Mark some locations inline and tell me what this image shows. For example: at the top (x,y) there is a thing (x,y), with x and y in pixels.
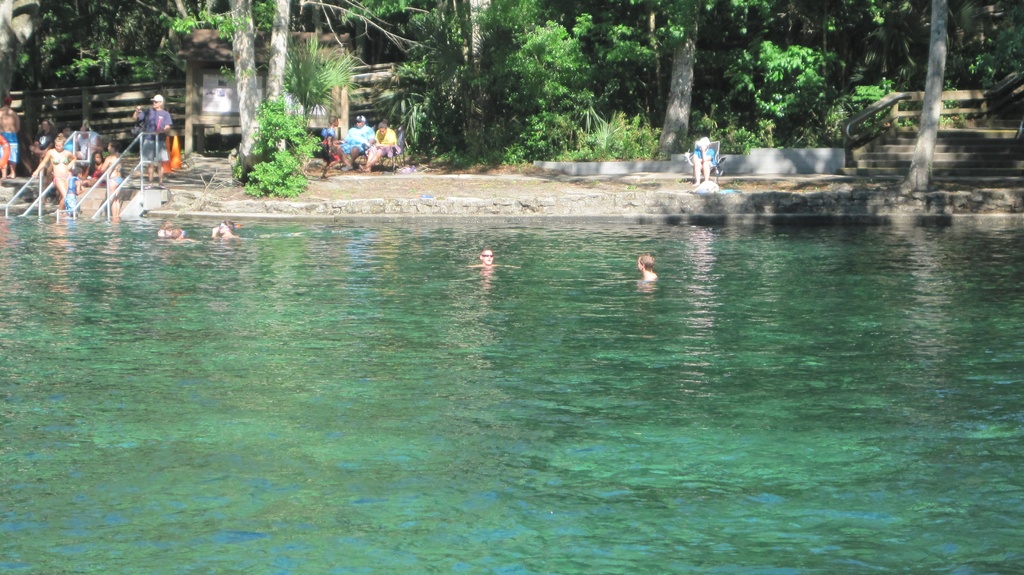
This picture is clicked outside. In the foreground (159,234) we can see the group of persons (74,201) in the water body (424,343) and we can see the two persons (48,159) standing on the stairs (86,210) and we can see the handrails (97,184), plants (285,145), trees (732,87), stairway (965,134), group of persons (157,113) and some other objects (31,111).
